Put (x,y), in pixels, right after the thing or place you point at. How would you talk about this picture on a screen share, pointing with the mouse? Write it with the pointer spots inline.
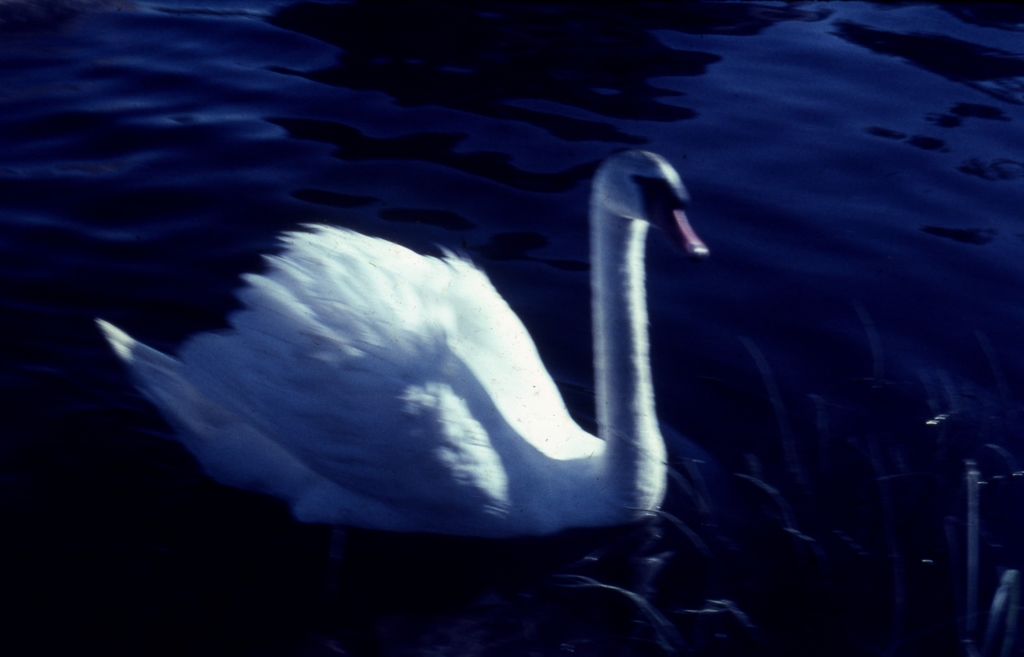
This image consists of a swan (405,418) in white color. At the bottom (687,474), there is water (418,193).
